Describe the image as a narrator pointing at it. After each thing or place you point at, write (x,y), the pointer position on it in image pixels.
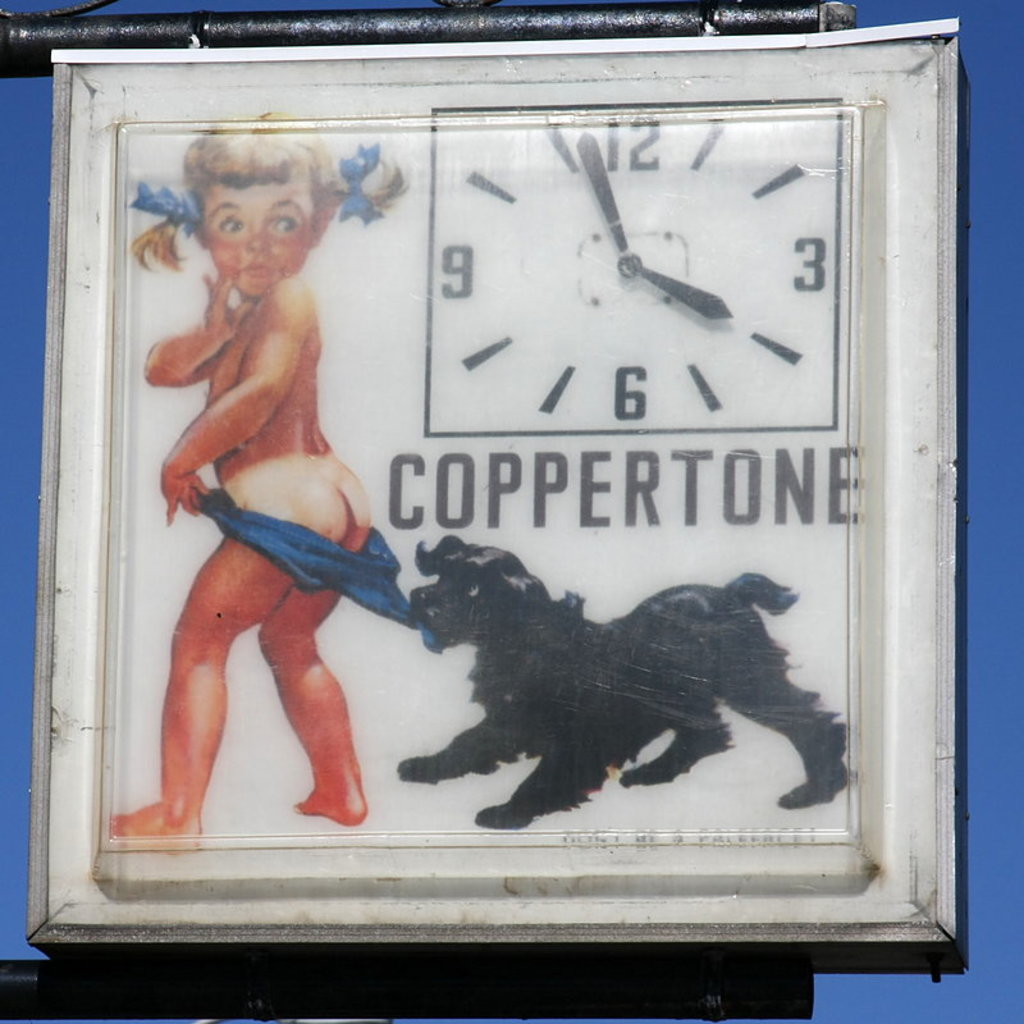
In this image I can see a white color clock (457,530) and on it I can see cartoon pictures (186,650) of a girl (363,568) and a black color dog (612,635). I can also see something is written over here.
